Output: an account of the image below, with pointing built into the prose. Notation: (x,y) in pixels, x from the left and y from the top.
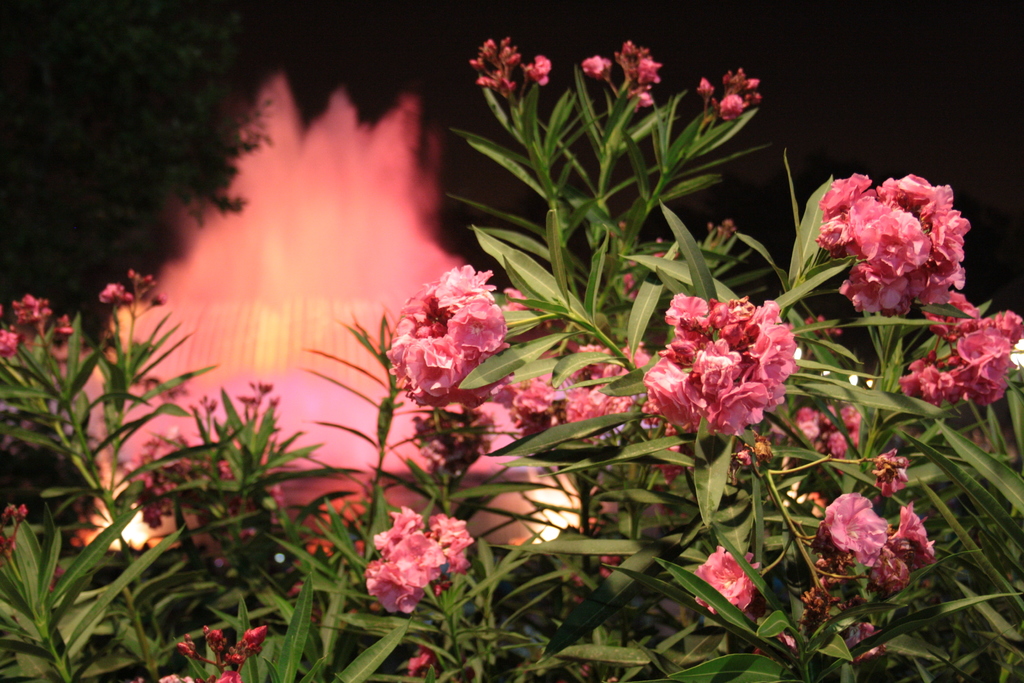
In this image in the foreground (591,439) there are some flowers (513,400) and plants (225,509), and in the background (217,297) there might be a fountain (272,209) and some trees (188,130).
